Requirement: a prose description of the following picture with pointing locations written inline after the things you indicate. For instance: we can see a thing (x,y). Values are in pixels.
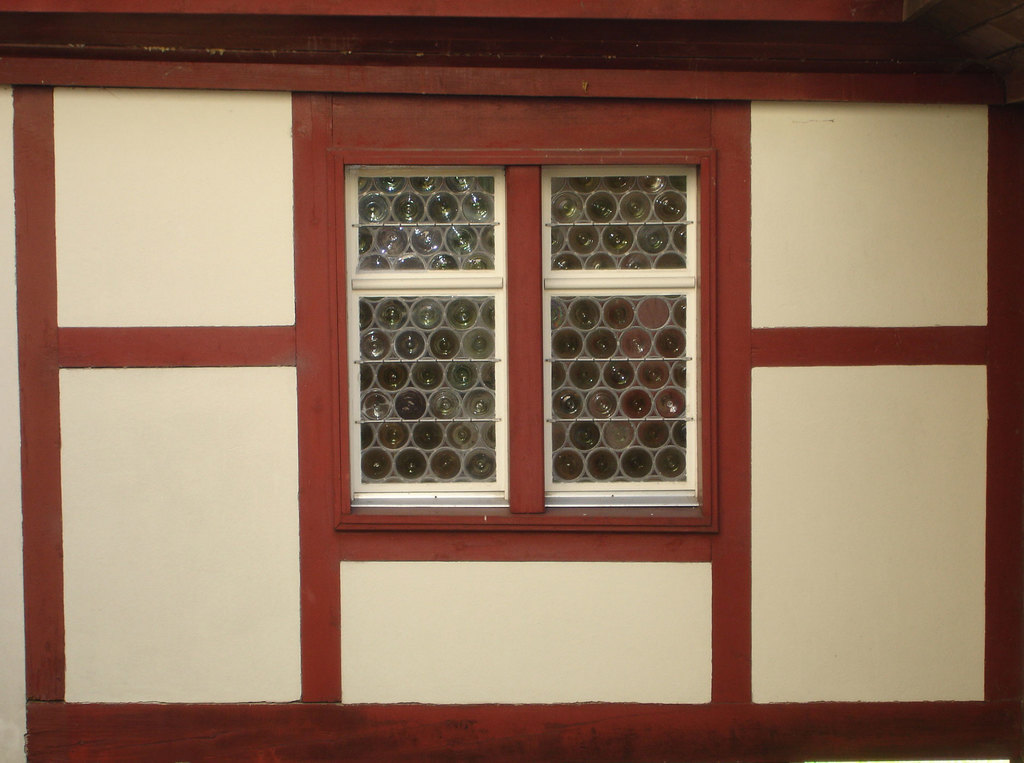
In this picture we can see building (569,429). In the center (416,288) we can see window (647,396).
